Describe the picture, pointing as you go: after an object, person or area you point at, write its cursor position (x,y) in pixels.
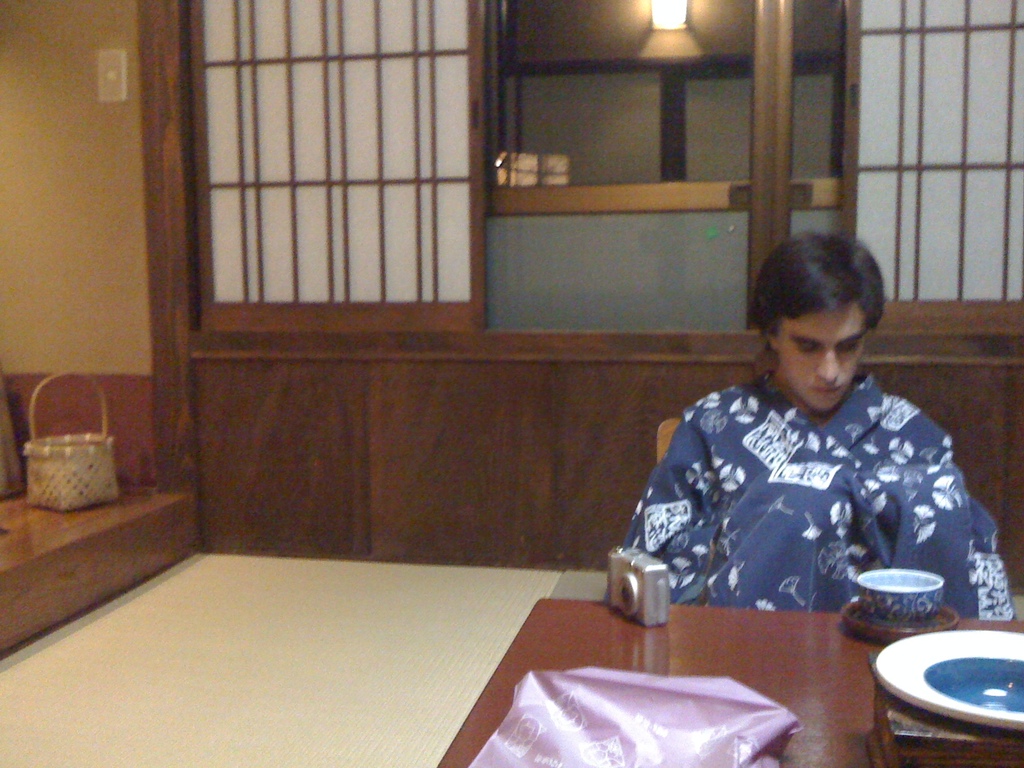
In this image I can see a person (730,440) is sitting on a chair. Here on this table (783,655) I can see a cup (895,591) and a camera (663,589). In the background (111,470) I can see a basket (93,462).
